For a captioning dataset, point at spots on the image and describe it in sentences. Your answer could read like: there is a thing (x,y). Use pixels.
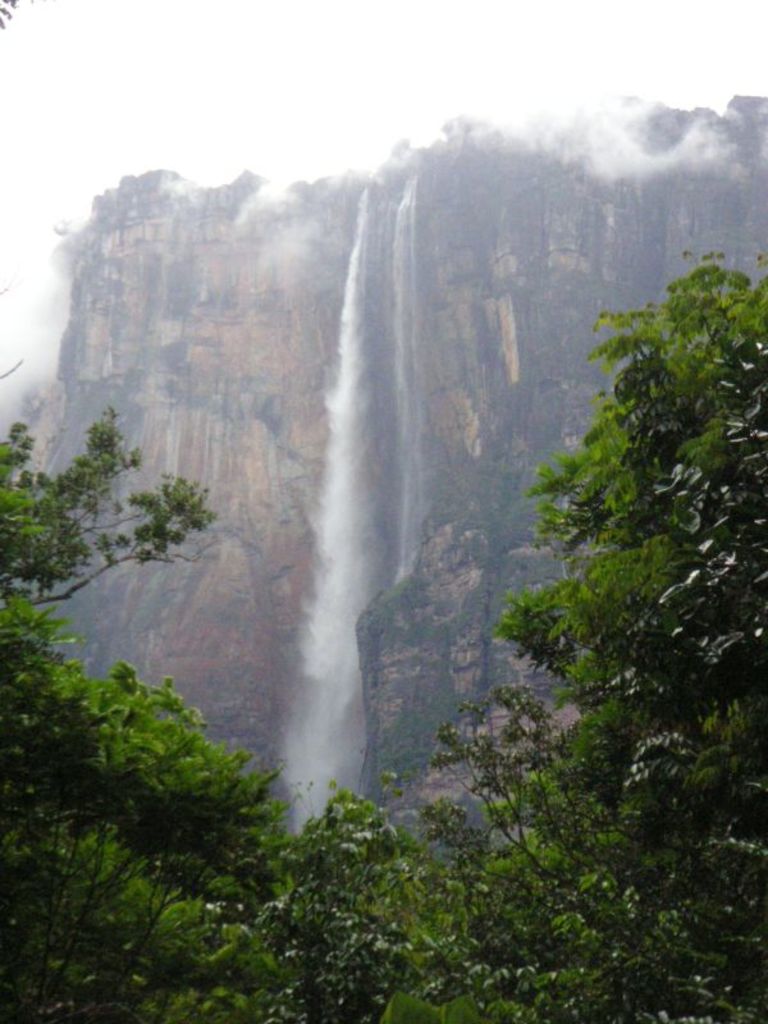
in this picture I can see the waterfall (352,542) from the mountain (557,558). At the bottom (610,722) I can see many trees (522,820). At the top (210,79) I can see the sky (310,88) and clouds (293,104).
